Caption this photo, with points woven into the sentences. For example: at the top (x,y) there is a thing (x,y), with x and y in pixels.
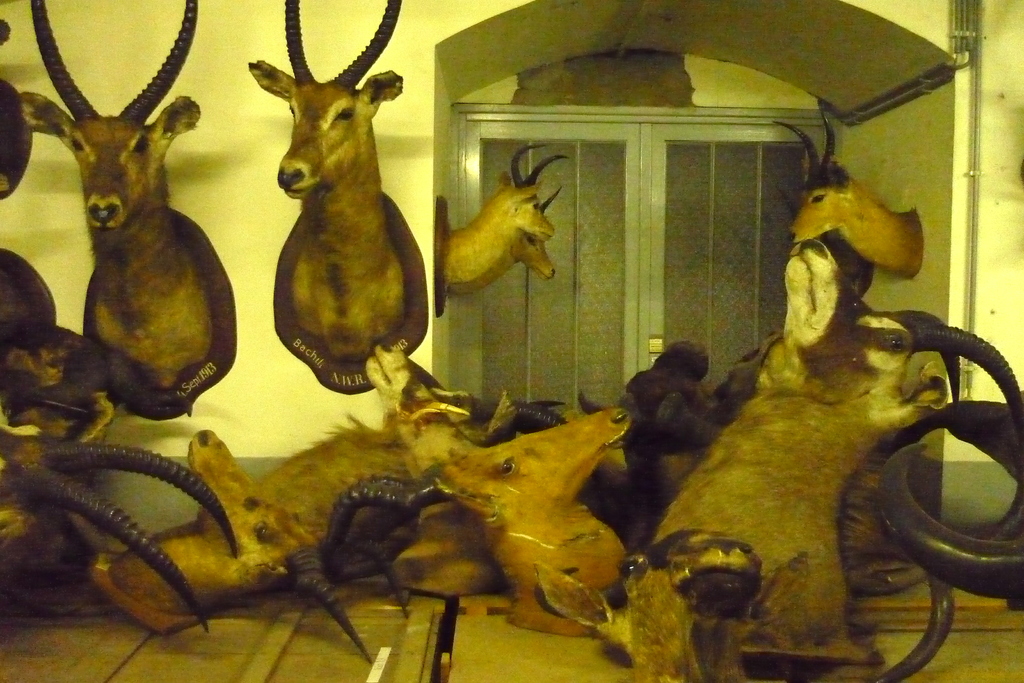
In this picture we can observe a sculpture of a goat (371,233) fixed to the wall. There are many sculptures (133,314) in this room (13,224). In the background (720,276) there is a door (622,280).
